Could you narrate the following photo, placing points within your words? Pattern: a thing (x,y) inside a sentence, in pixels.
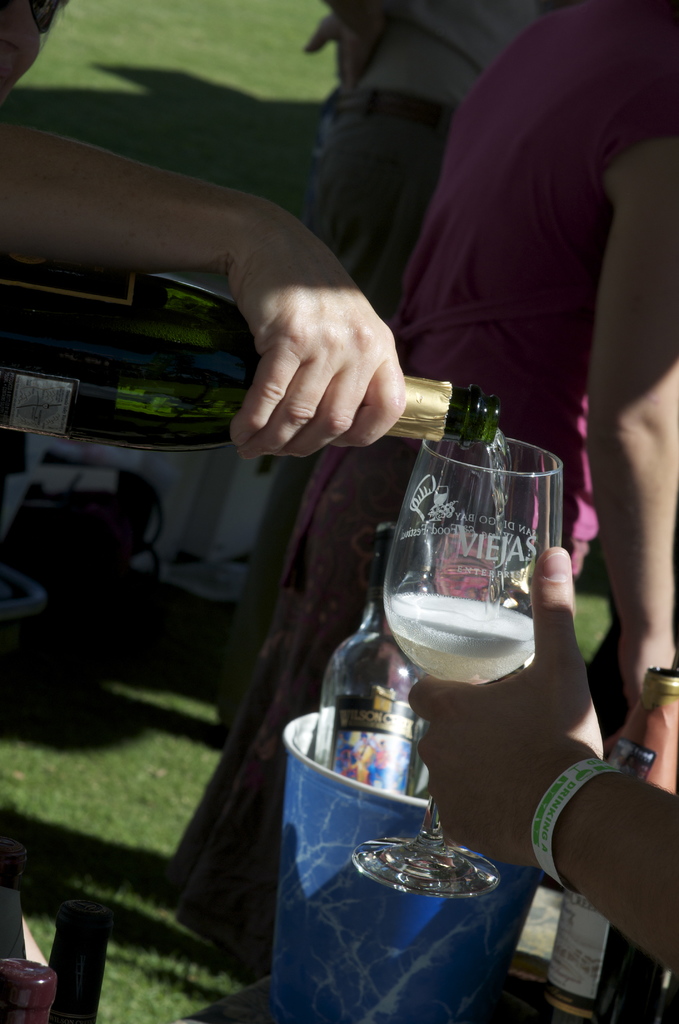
In this picture there are people (647,660), among them there is a person (303,395) holding a bottle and we can see bottles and tub (341,917) on the platform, grass (123,1017) and objects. On the right side of the image (498,731) we can see a hand (481,779) of a person (674,820) holding a glass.
